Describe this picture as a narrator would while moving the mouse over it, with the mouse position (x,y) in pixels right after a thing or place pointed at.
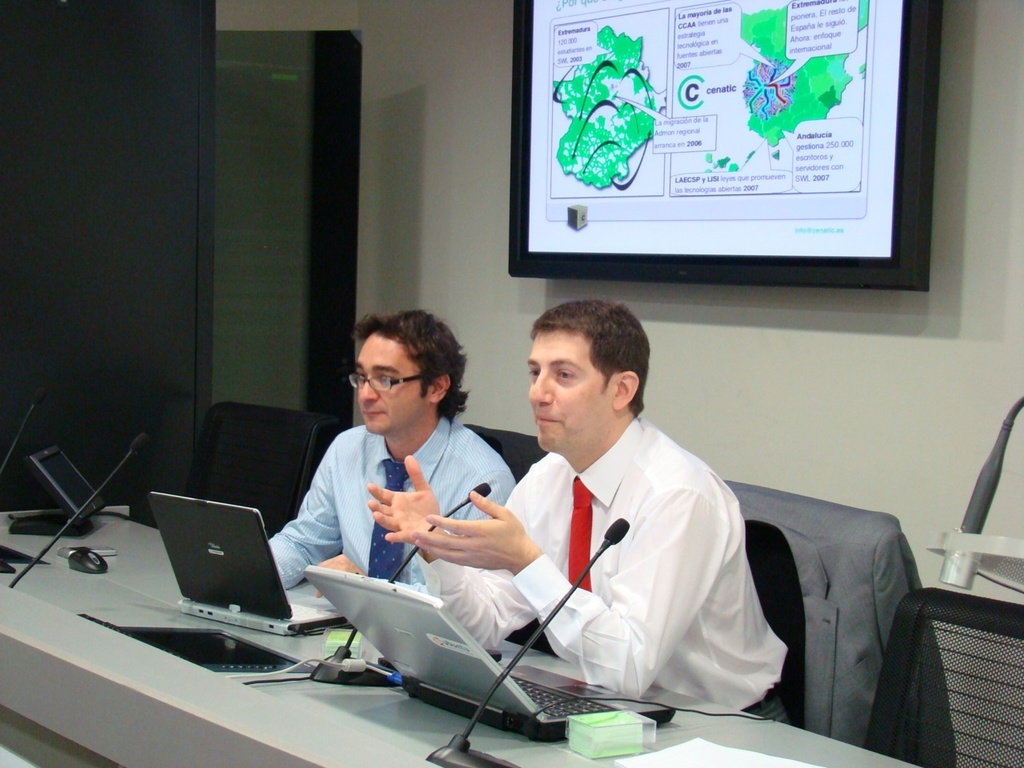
In this picture there are two men (657,541) sitting on chairs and we can see microphones (107,477), laptops (159,497), monitor (71,485) and objects (209,633) on the table (200,730). In the background of the image (871,34) we can see screen (617,156) and wall (509,16). On the right side of the image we can see an object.
